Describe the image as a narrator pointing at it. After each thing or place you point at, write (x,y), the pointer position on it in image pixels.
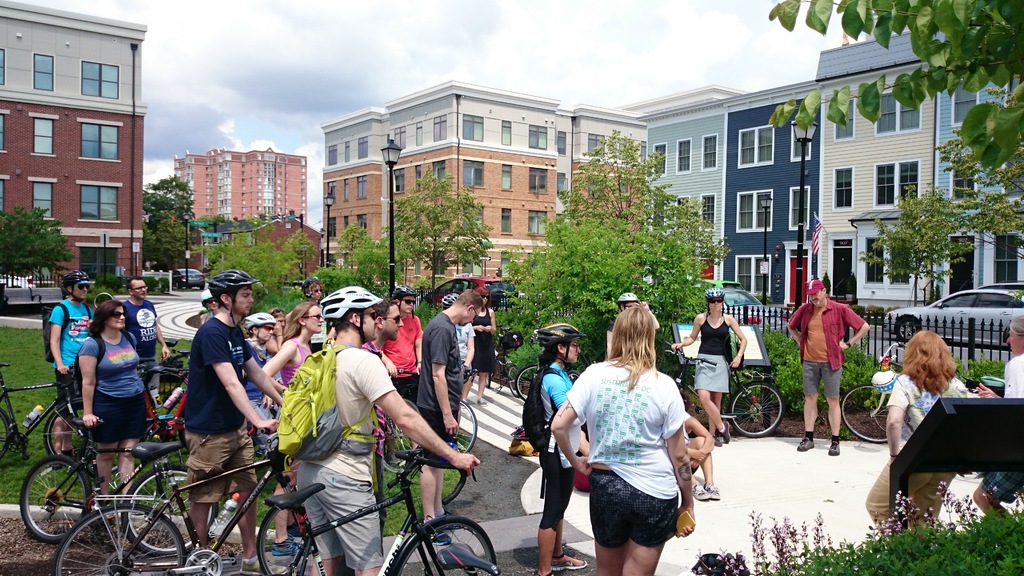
The picture is taken outside a building (781,236). There are few persons (229,480) holding bicycle (245,508). Some are wearing helmet (216,284). there are trees (280,269) around the place. On the right (741,168) there are buildings (527,136). This is the sky (262,136). There are some clouds (311,82) on it.
